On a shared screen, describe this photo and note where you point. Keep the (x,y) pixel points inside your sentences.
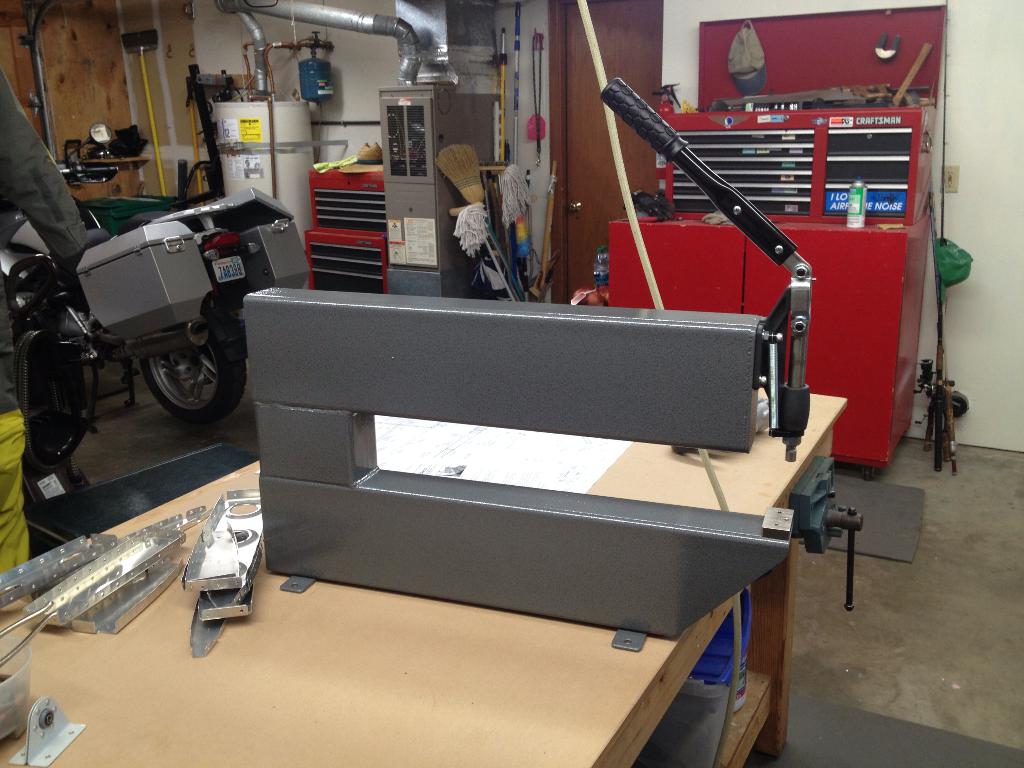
In this image I see a table (740,754) and lot of equipment (498,329) on it and I can also see a bike (59,404) over here.
